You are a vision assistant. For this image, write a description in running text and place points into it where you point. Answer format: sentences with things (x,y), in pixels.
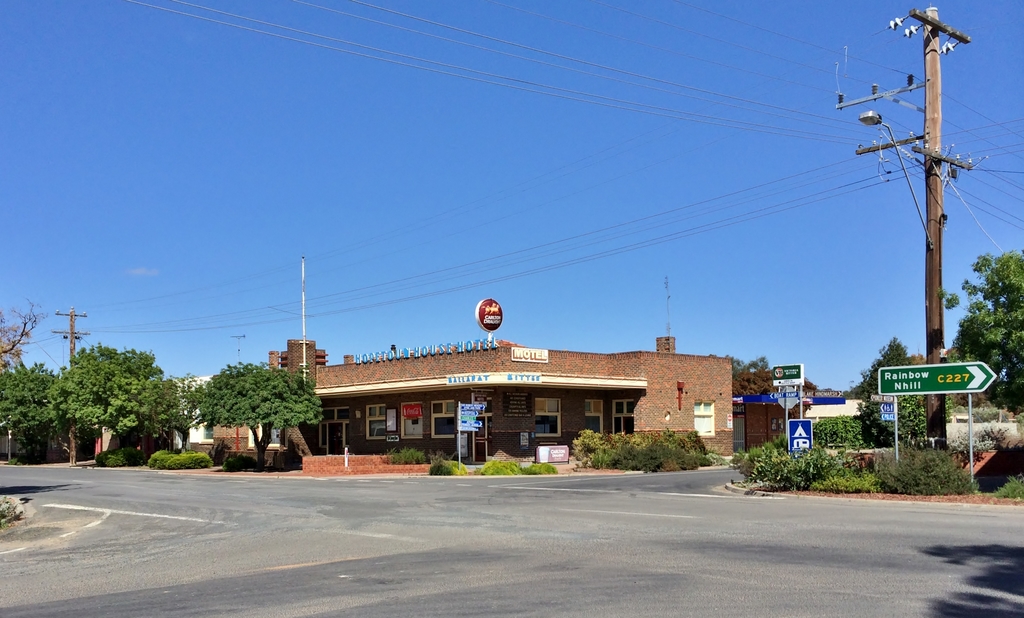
Here we can see road (703,487), boards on poles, plants (632,454), trees (23,379), poles (937,438) and wires (984,172). Background (973,183) we can see house (529,426) and sky (463,339).
